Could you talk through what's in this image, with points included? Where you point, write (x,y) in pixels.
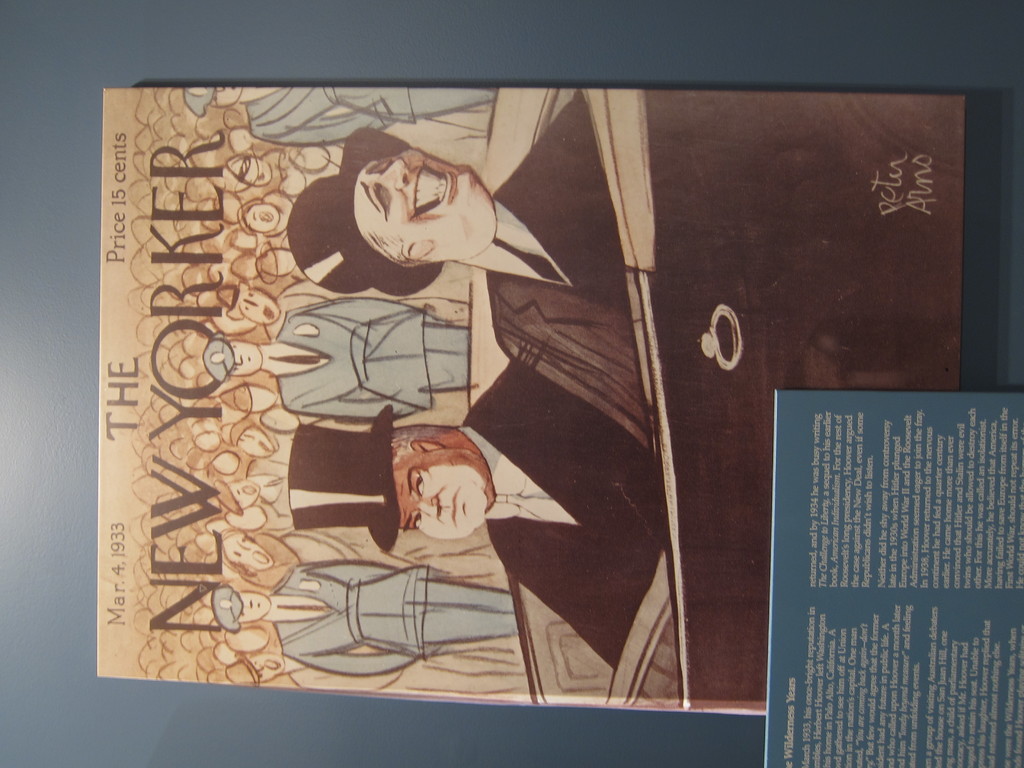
In this image, we can see a book (678,474) contains depiction of persons (372,312) and some text (185,596). There is an another book (906,507) in the bottom right of the image (896,643).
